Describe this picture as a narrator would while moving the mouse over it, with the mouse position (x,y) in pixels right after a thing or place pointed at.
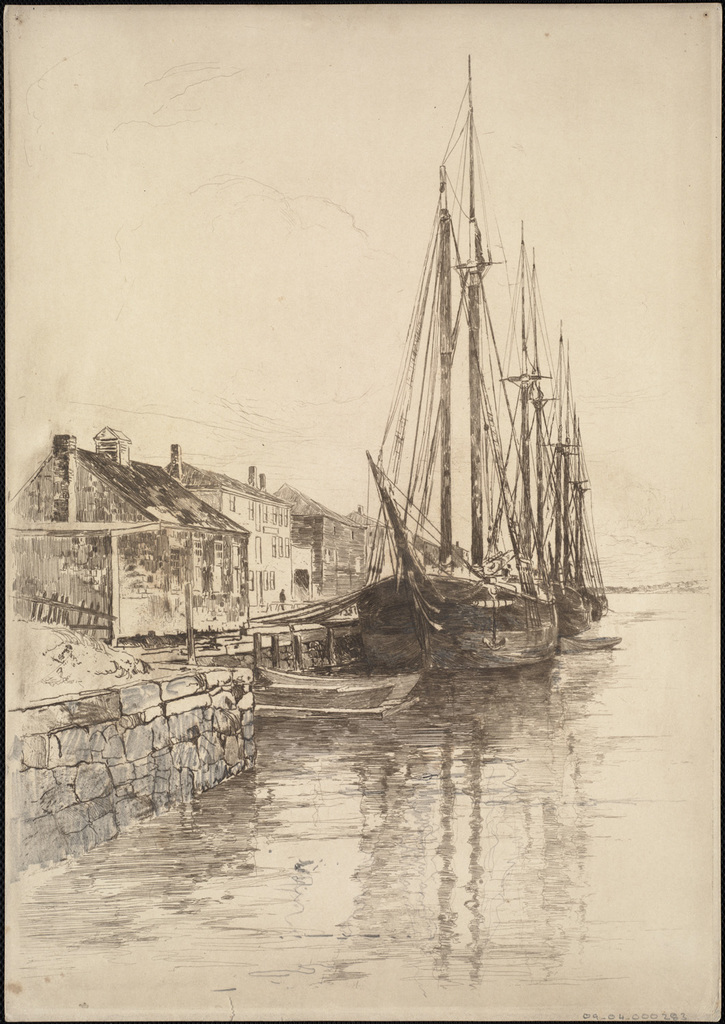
Here in this picture we can see a sketch, in which we can see a ship (438,604) present in the water (298,863) and we can also see some houses (201,577) and buildings (235,559) present.
